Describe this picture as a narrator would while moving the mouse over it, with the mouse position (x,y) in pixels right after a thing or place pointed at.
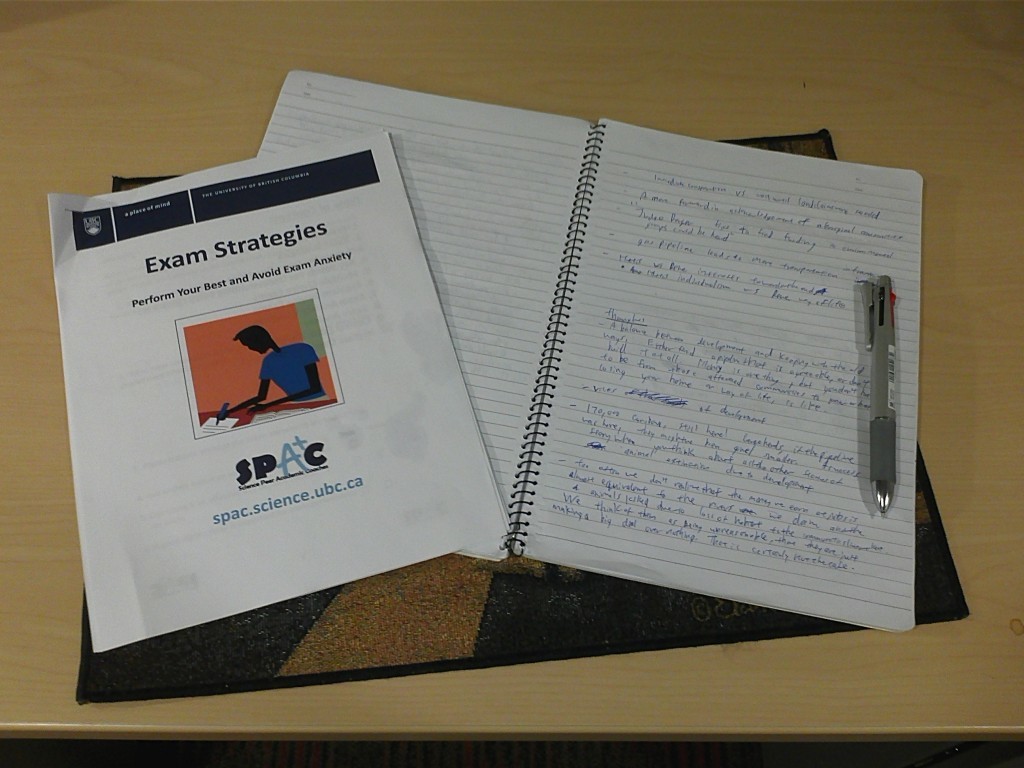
In this image I can see a book (702,300) and ash color pen (867,311). I can see a papers (203,325) and something is written on it. The book (655,149) is on the brown color table (802,68).
